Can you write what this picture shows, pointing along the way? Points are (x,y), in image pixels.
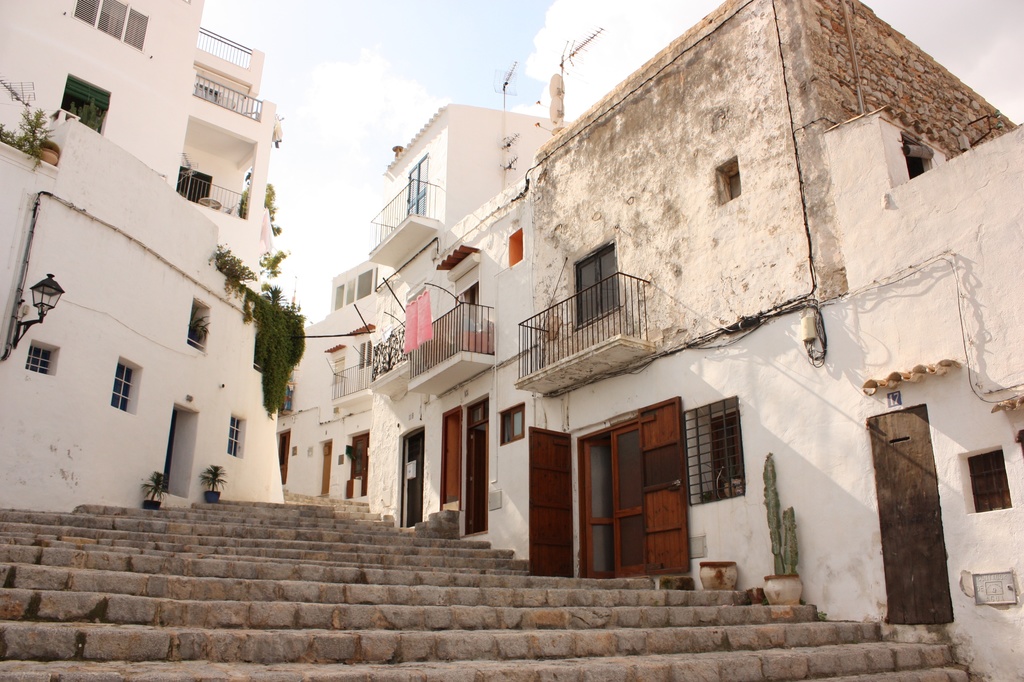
In this image I can see buildings (411,222). There are plants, flower pots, stairs (607,643), windows (588,273), doors (602,271) and iron grilles (392,345). There is light (17,342) and in the background (379,130) there is sky (381,103).
